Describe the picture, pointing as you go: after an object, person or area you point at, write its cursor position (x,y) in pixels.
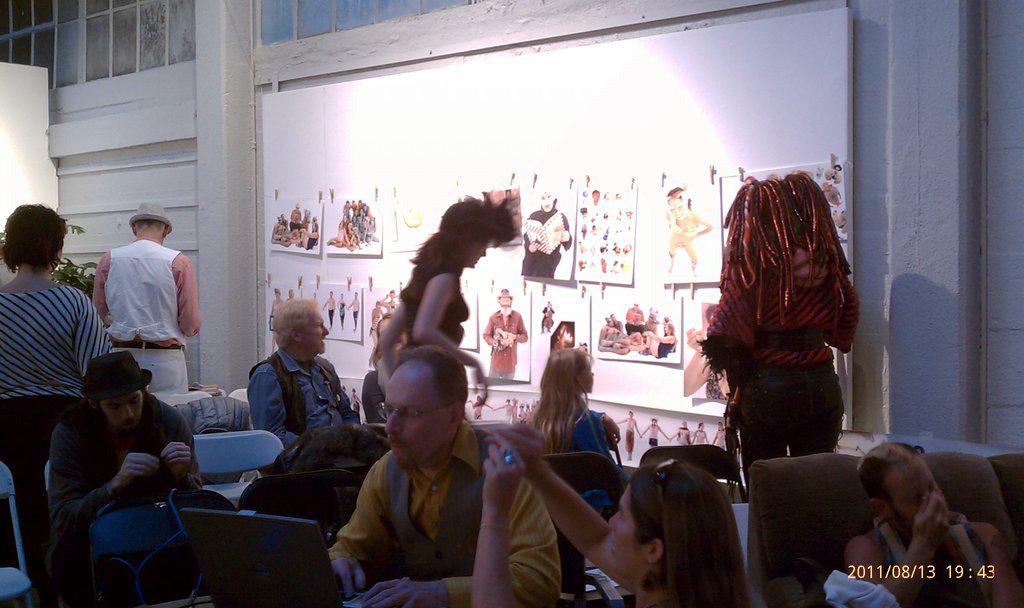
In the picture we can see some group of persons (66,458) standing and some are sitting on chairs (231,492), on right side of the picture (739,64) there is a wall (248,133) to which some posters (684,200) are attached.
